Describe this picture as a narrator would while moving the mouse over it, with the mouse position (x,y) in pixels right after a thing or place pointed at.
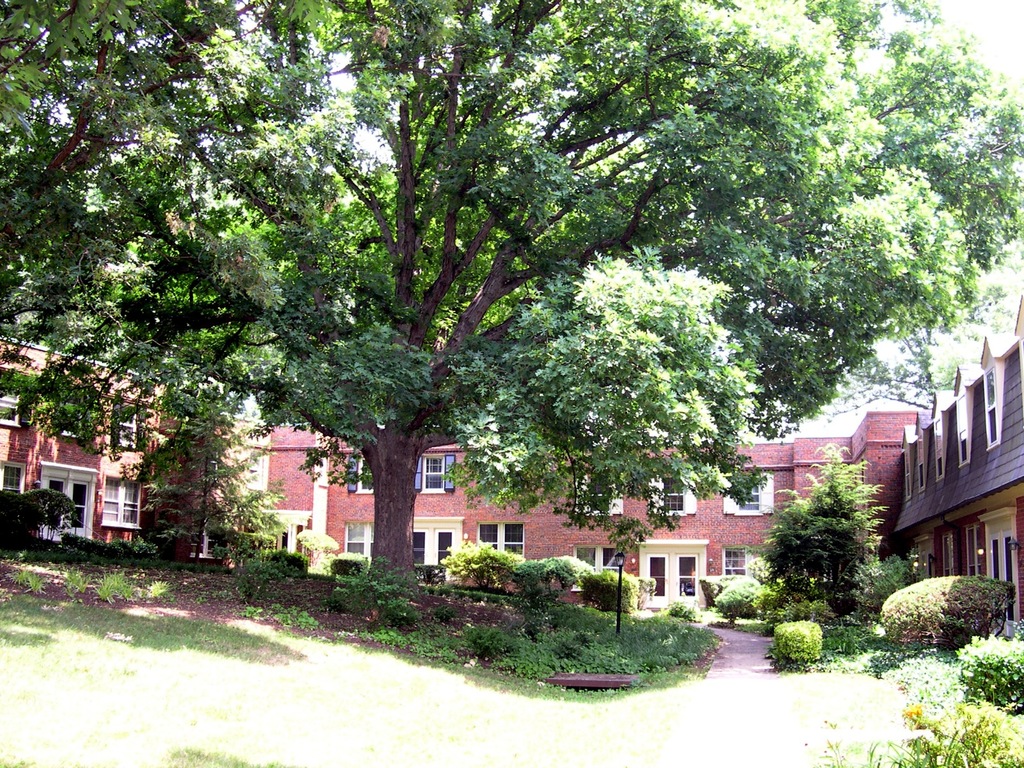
In this picture we can see the grass (416,687) and plants (556,643) on the ground (523,684) and in the background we can see trees (54,28) and a building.
